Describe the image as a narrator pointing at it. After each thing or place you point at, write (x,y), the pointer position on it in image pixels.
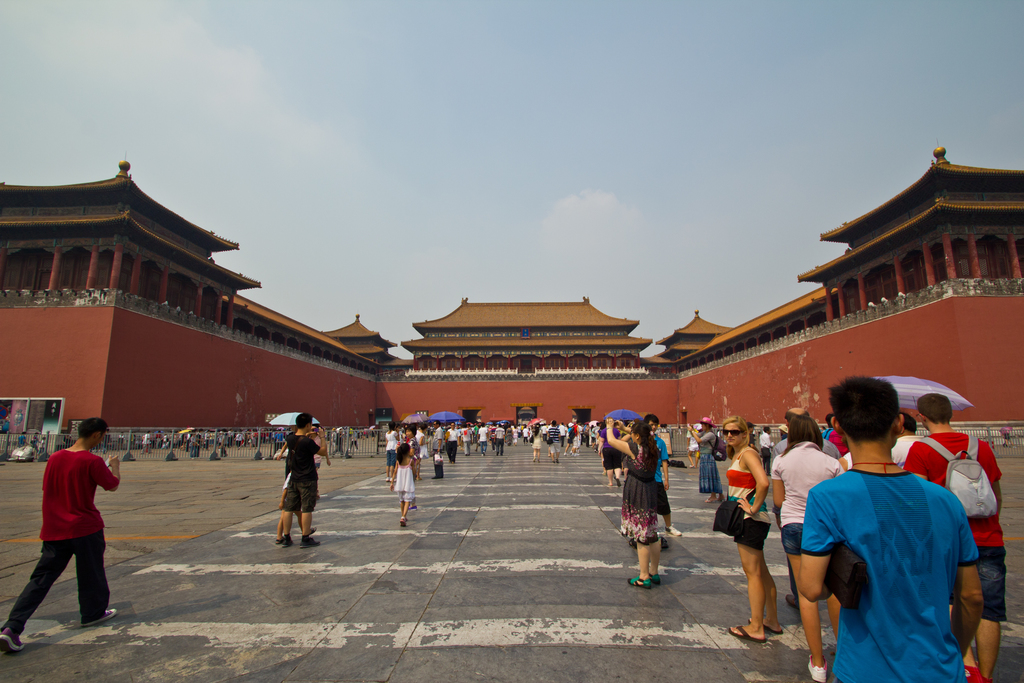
In this picture we can see many persons (762,522) standing in the ground (660,633) and taking photographs. Behind there is a palace gate (568,360) and roof tiles (504,318) on the top (85,217).
